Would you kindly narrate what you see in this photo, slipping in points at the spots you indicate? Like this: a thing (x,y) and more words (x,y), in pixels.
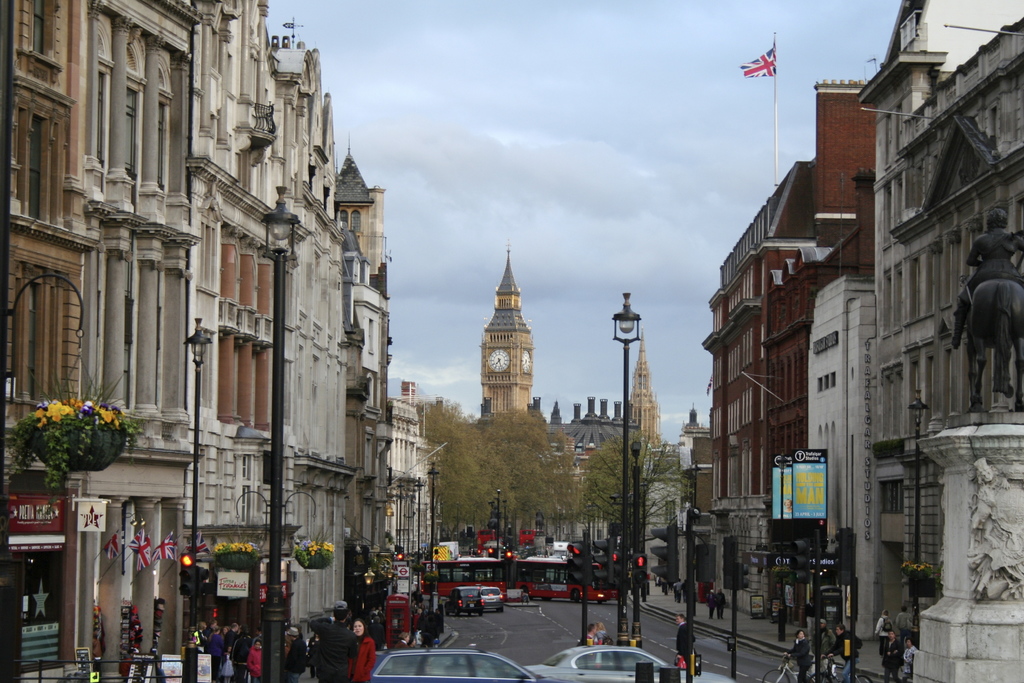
On the right (827,356) and left side of the image (178,404) there are buildings (712,426), in the middle of the buildings (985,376) there are few vehicles (493,605) are moving on the road (654,646) and there are few people (300,639) walking on the pavement (860,656), there are poles (918,606) and some flower pots (80,434) are hanging on the poles (690,579) and there few sign boards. On the right side of the image (984,356) there is a statue (988,343) of a person (993,270) sitting on a horse (974,364) on the rock structure (979,536) and there is a flag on the one of the buildings (411,426). In the background (535,469) there are trees (530,441) and a clock tower (501,369).
